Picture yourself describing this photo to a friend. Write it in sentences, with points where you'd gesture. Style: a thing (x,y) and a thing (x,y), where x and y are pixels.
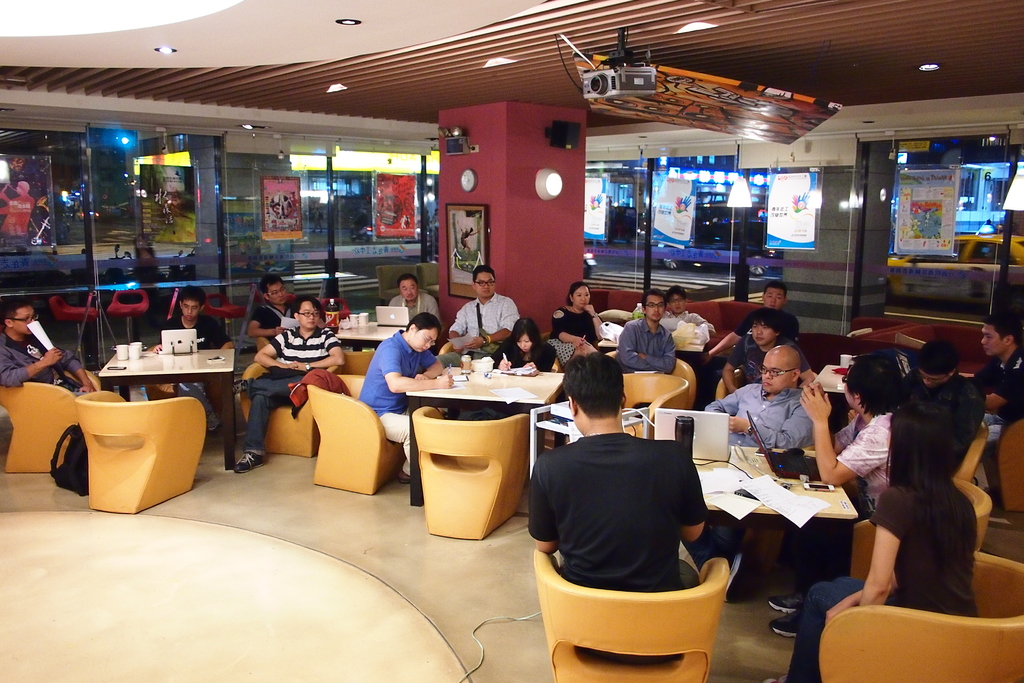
Here we can see a group of people (963,527) sitting on chairs (976,486) with tables (741,465) in front of them and some of them are having laptops (713,438) in front of them and some of them are writing something on papers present in front of them.
